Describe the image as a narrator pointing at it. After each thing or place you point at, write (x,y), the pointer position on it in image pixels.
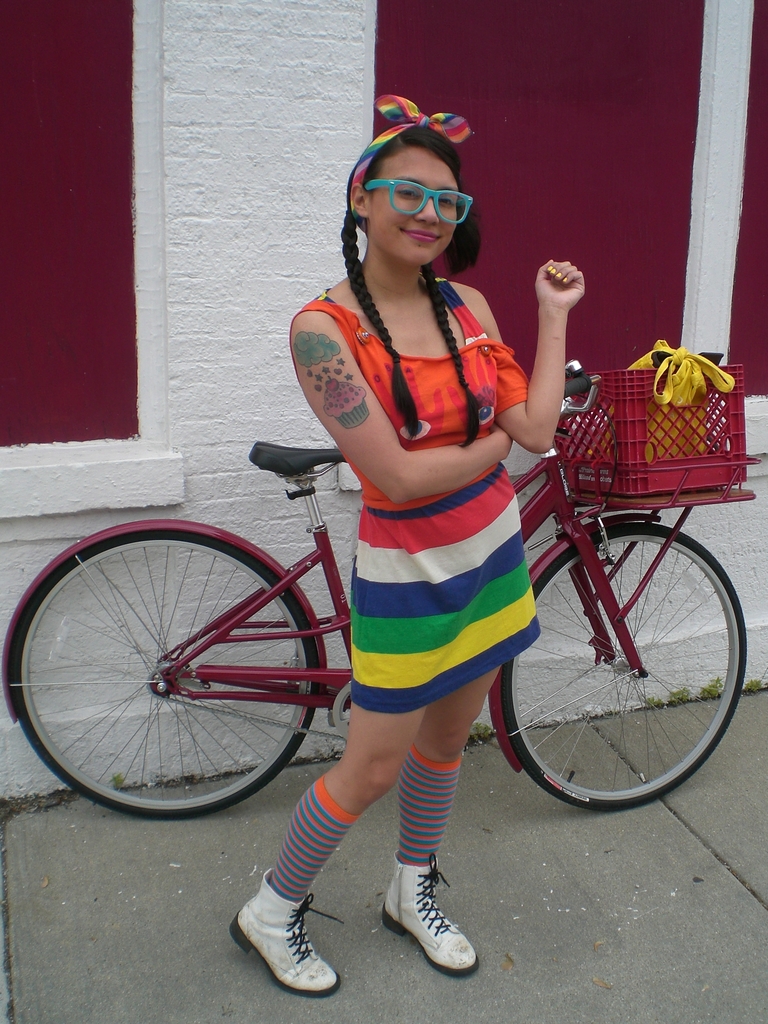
Here we can see a woman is standing on the floor (347,934) and behind her there is a bicycle (193,534) at the wall (162,140). There is a box (614,386) with some objects (649,364) in it on the bicycle (583,589).
